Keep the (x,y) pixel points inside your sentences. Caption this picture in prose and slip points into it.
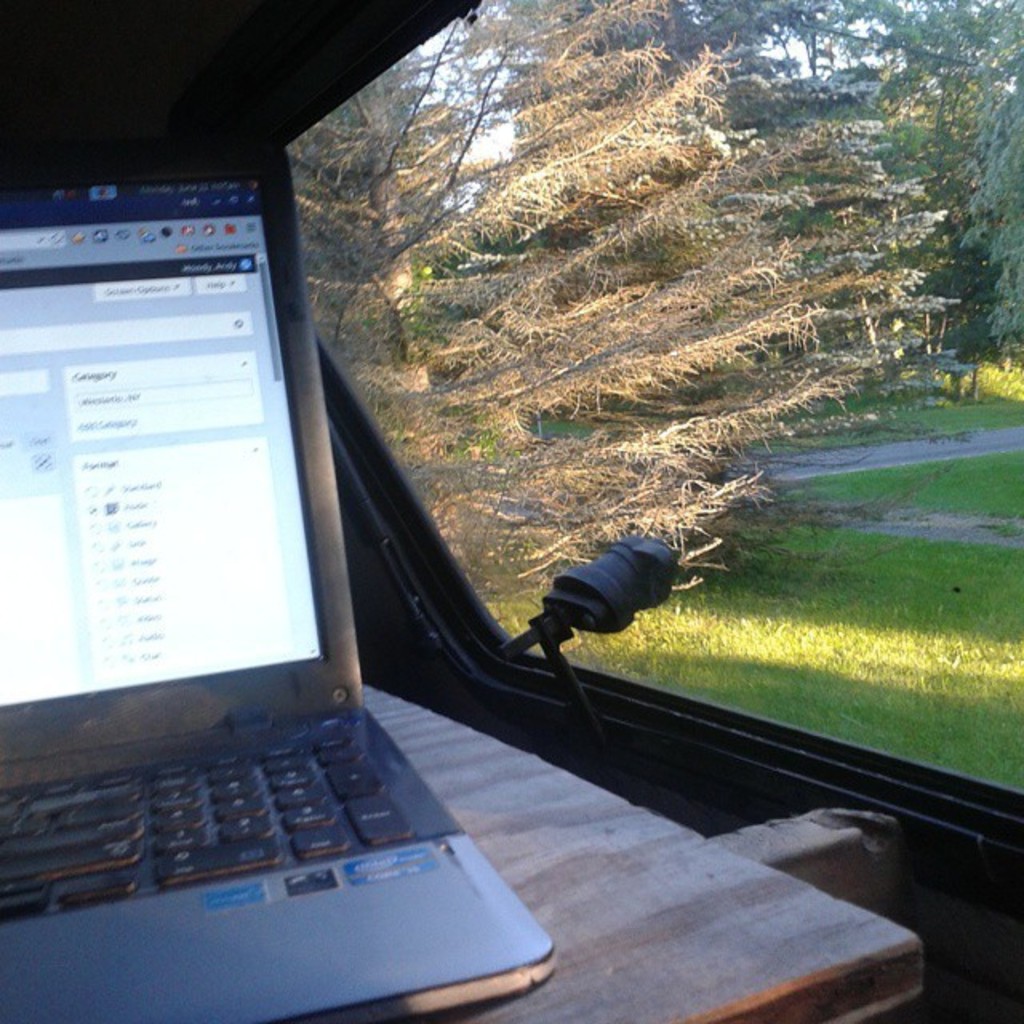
In the image we can see there is a laptop (121,430) kept on the table (697,934) and there is a window (910,516). Behind there is a ground (925,618) covered with grass (964,616) and there are lot of trees (609,235).
